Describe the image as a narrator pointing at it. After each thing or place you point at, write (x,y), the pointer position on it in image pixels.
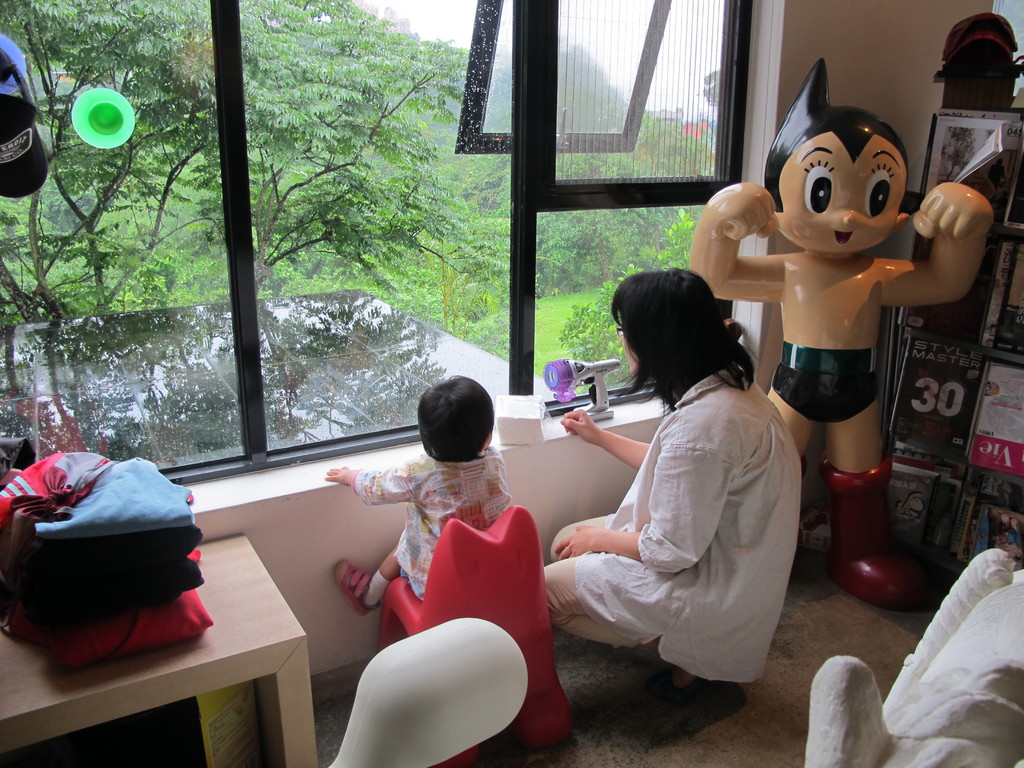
In this image I can see two persons (670,483), the person (685,492) in front (654,480) wearing white color shirt (669,483) and the other person (450,517) sitting on the red color chair (456,558). I can also see few clothes (172,496) on the table (213,586), I can also see a statue (852,490) in cream and black color. Background (371,242) I can see a window (224,67), trees (309,115) in green color and the sky (632,29) is in white color.
